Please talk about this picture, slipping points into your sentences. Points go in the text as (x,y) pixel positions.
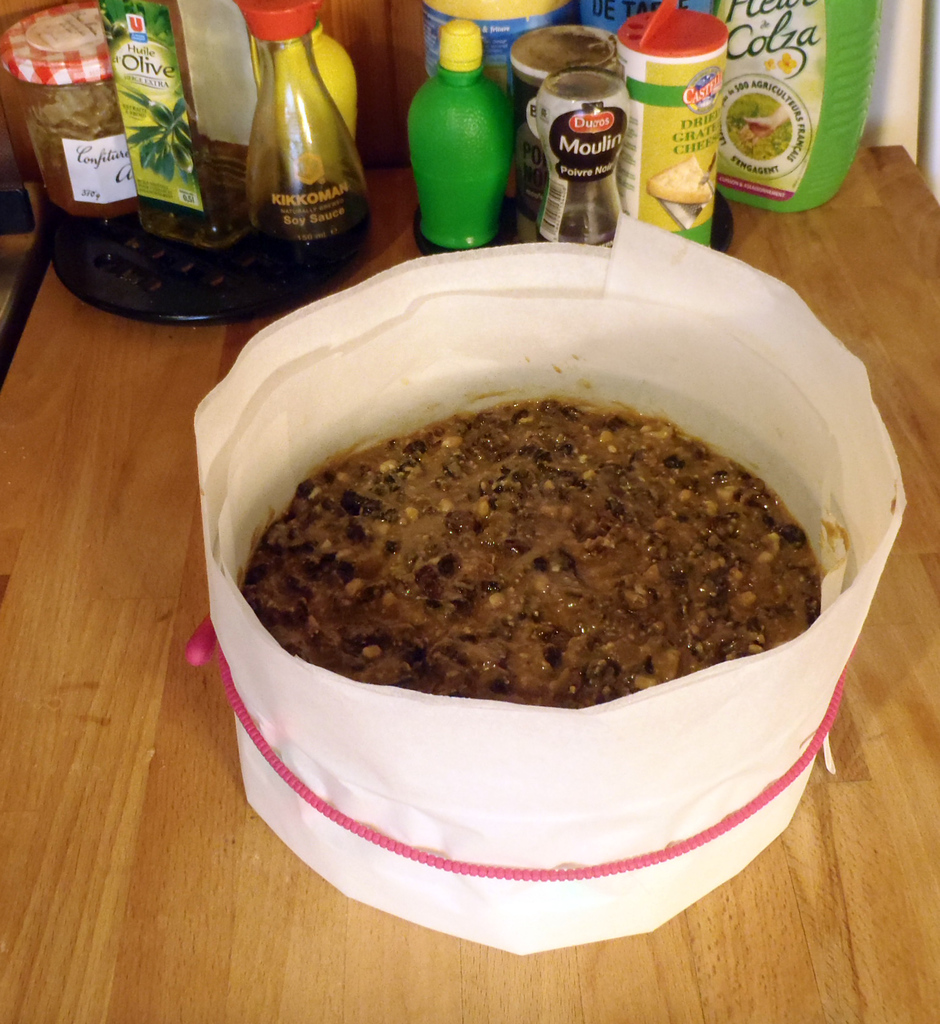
This image consists of a table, on that table (799,280) there are bottles (578,101), plastic boxes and some pie (535,454). Tissues (467,847) are placed around that pie (674,530).
